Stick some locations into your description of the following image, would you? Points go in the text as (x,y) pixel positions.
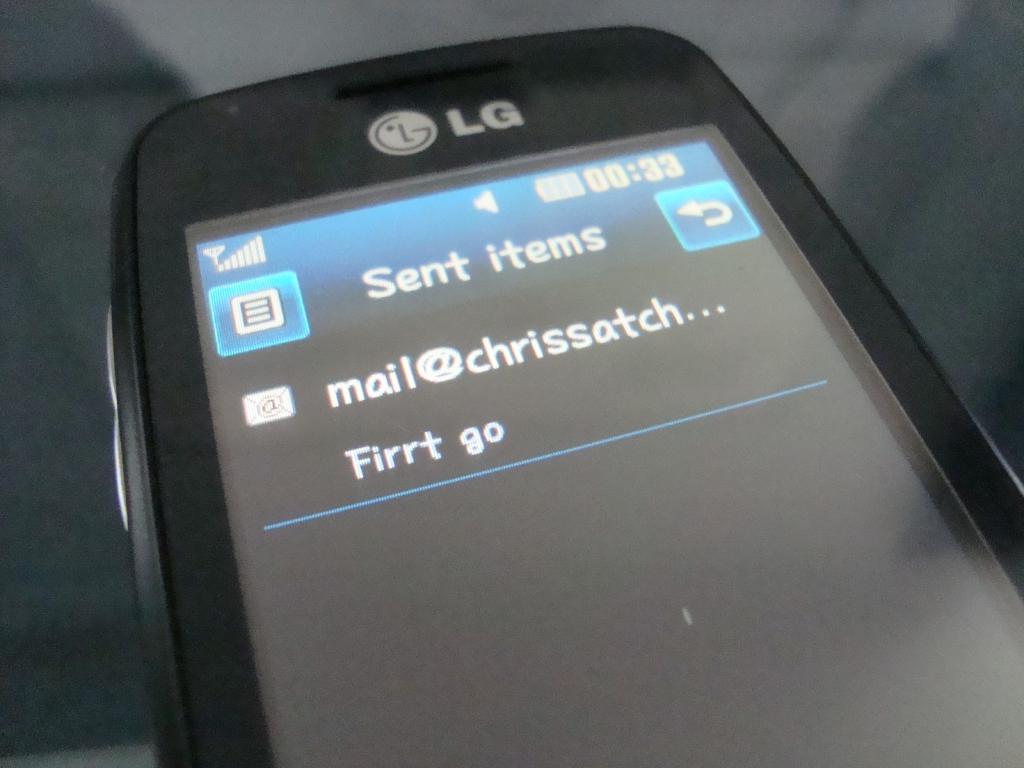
In this image I can see a mobile (549,550) and there is some text (377,375) on the screen (561,406). The background (8,134) is blurred.
